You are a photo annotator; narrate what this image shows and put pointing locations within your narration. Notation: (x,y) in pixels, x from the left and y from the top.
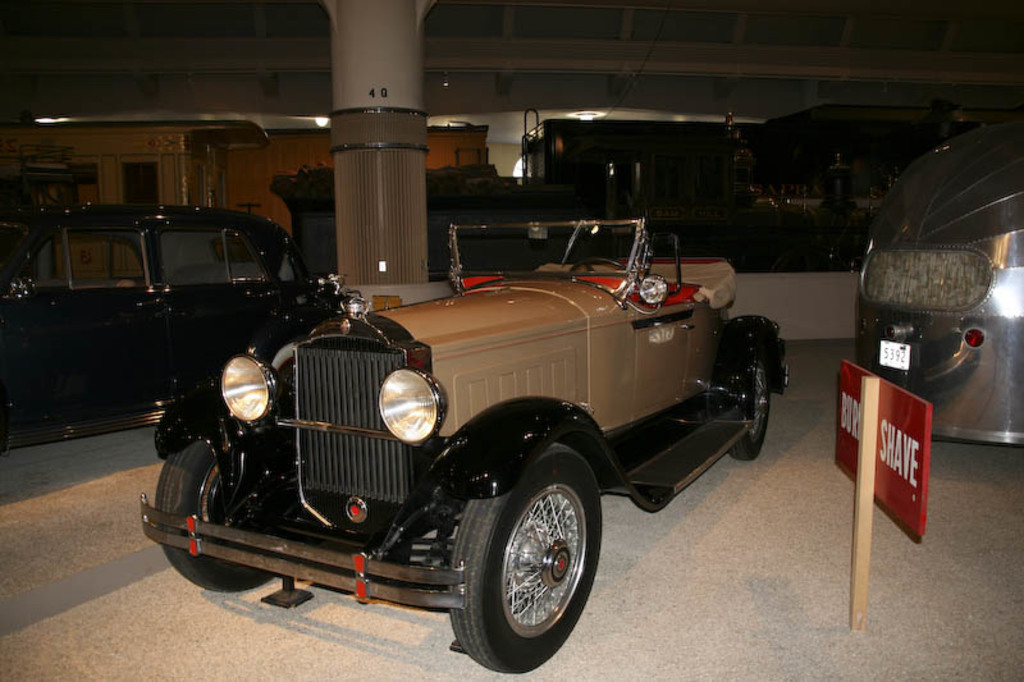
In this image I can see a car (540,367) which is brown and black in color on the floor (621,563). I can see a red colored board (848,430), a silver colored equipment (1020,231) and in the background (199,323) I can see another car (180,328) which is black in color, a pillar (390,19), the ceiling (239,40) and few other objects (169,172).
